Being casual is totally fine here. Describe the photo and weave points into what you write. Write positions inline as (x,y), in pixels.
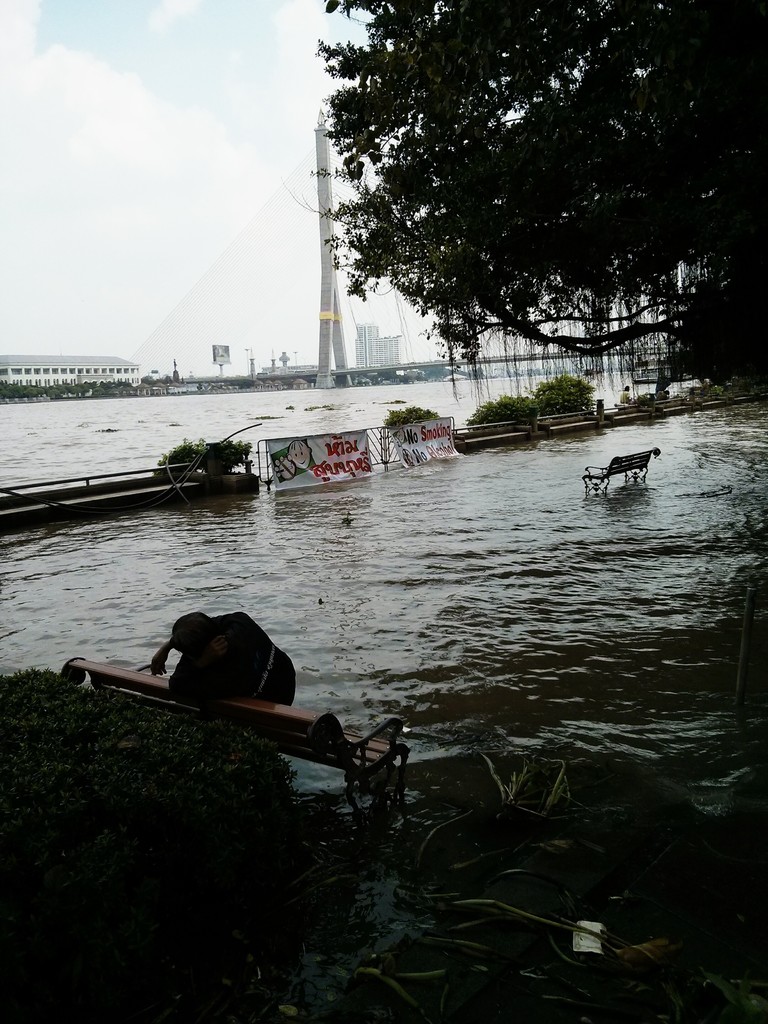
In this picture we can see benches (600,468), banners (315,483), fence (378,459), water (548,614), trees (541,152), buildings (51,374) and in the background (149,275) we can see the sky (107,124) with clouds (97,201).
